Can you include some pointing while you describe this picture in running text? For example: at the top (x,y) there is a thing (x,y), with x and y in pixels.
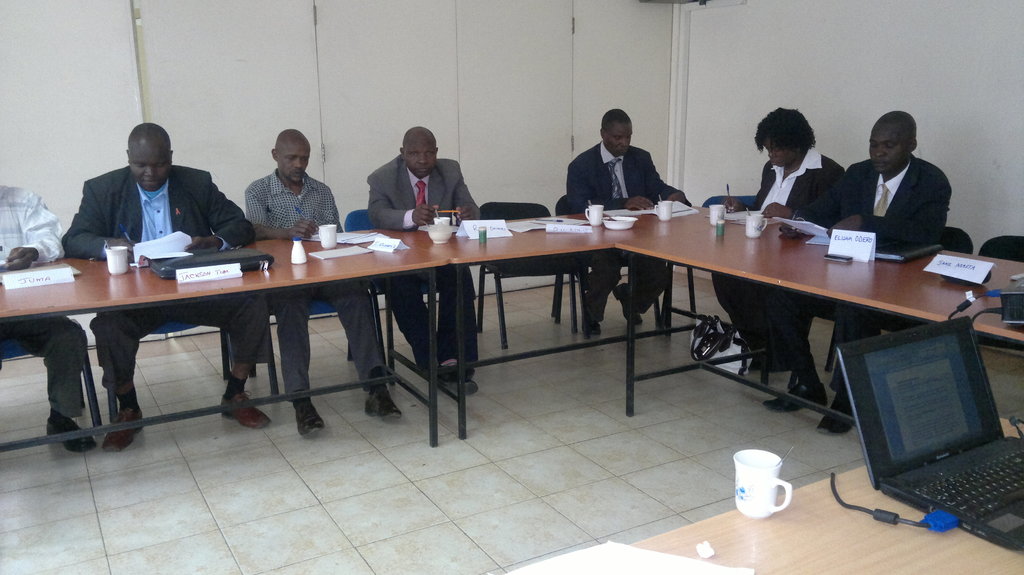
As we can see in the image there is a white color wall (728,91) and chairs (531,206). On chairs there are few people (853,177) sitting. In front of them there is a table (850,294). On table (950,285) there is a laptop (968,343), papers (545,219), cups (332,244) and name cards (970,276).
